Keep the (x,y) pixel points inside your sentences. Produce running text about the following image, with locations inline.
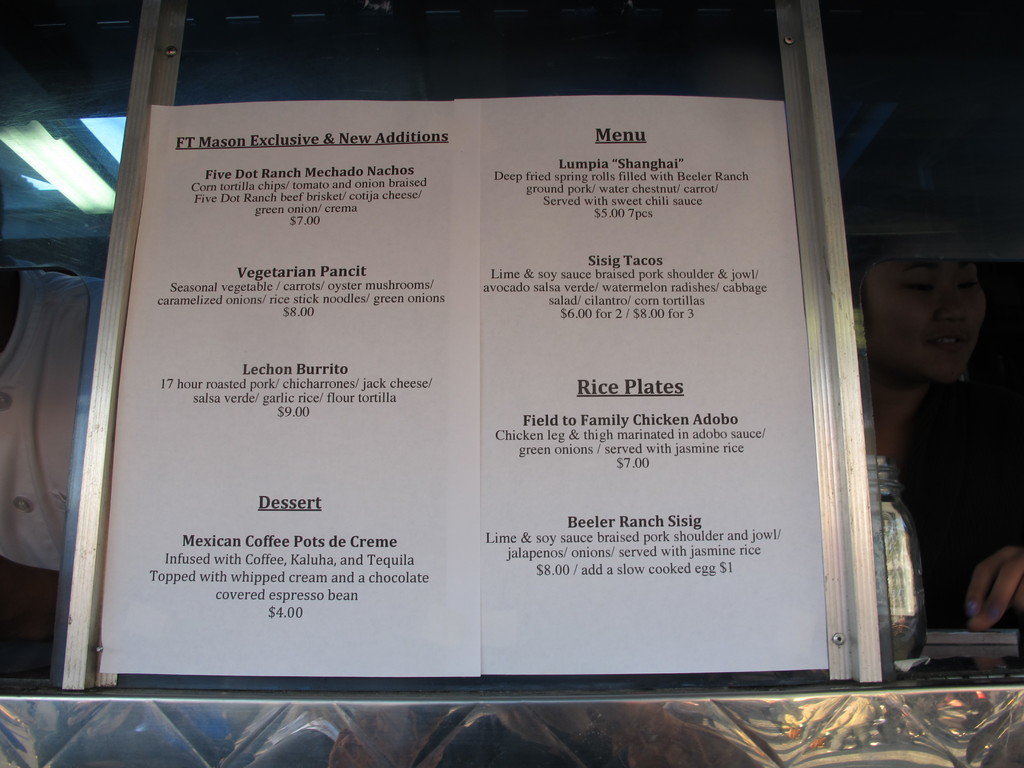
In the center of the image (441,386) we can see the pages (480,228) with the text (552,454). On the left (2,424) we can see a person (28,552) and on the right (917,374) there is a woman (906,419) and also a bottle (903,600) on the counter (736,693). We can also see the lights (62,160) attached to the ceiling (18,198).
